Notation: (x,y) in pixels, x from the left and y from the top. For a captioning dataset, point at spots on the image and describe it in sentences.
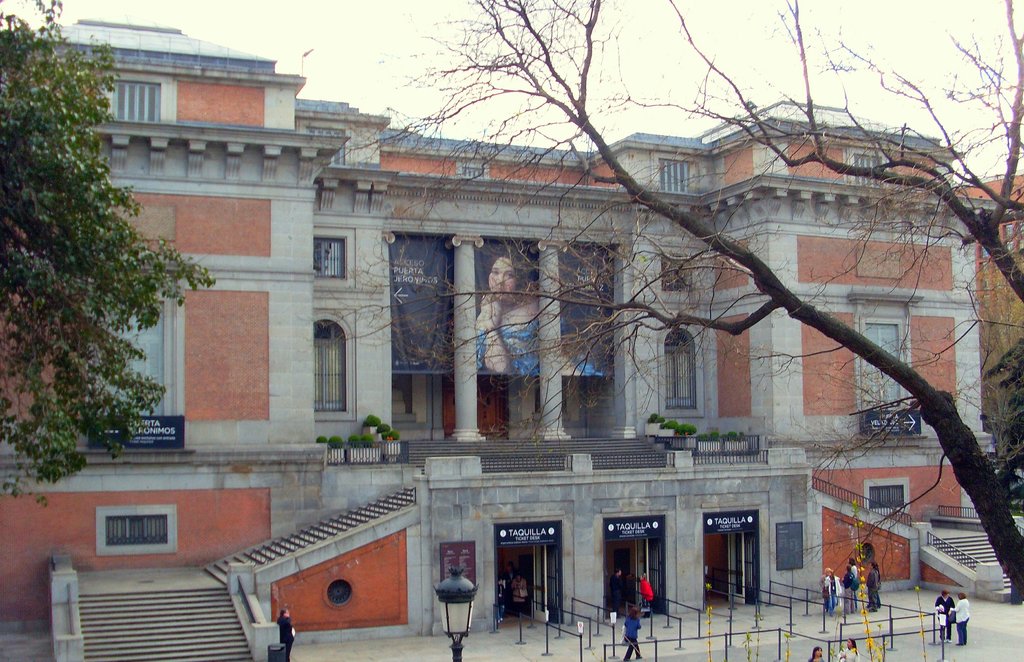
In this picture we can see trees (74,75), light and poles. There are people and we can see building (419,531), railings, banner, pillars (553,416), steps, boards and plants (670,422). In the background of the image (440,52) we can see the sky (382,36).
